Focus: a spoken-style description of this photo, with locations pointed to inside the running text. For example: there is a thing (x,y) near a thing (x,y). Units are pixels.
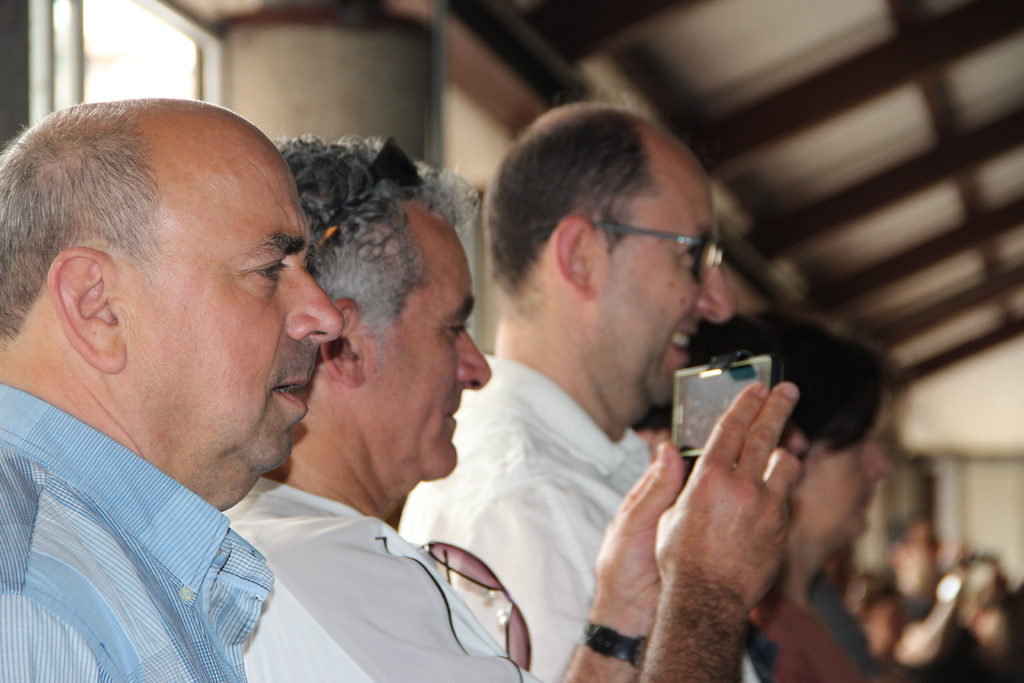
In this image we can see a few people (493,379), one of them is holding a cell phone (698,406), also we can see the wall (962,433), window (69,33), and the roof (786,235), the background (811,283) is blurred.
